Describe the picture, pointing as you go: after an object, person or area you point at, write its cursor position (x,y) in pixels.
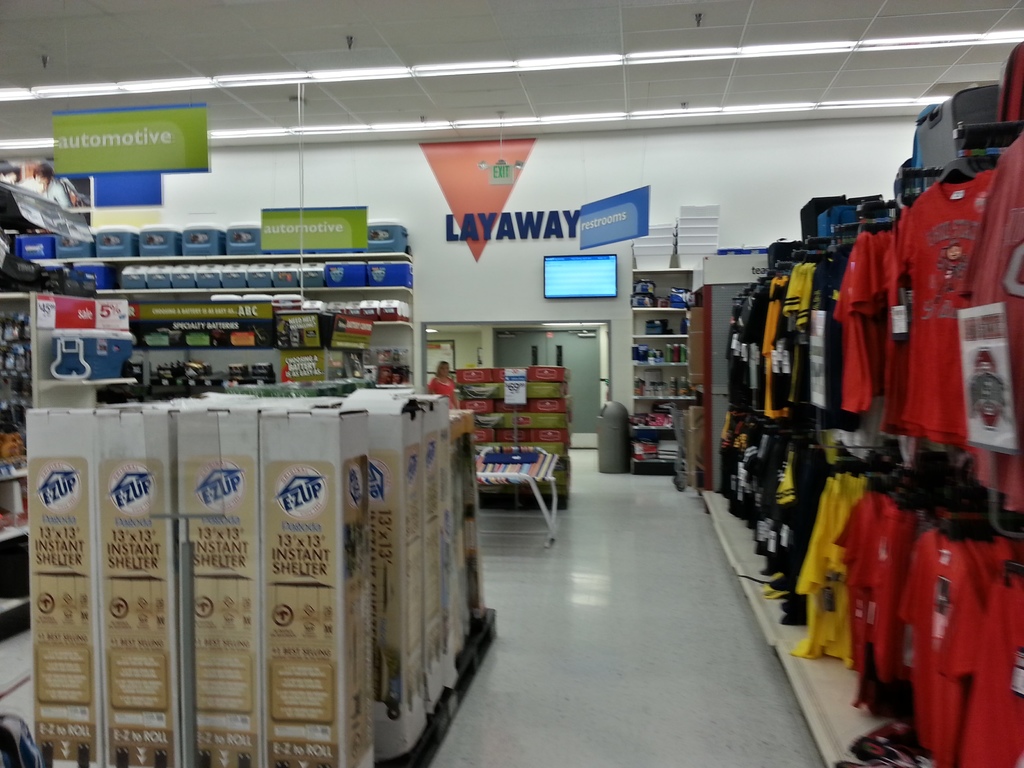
In this image we can see a store (197,475). In the store (764,499) there are clothes (924,278) hanged to the hangers (903,188), cartons (382,430), name boards (232,319), trolleys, person (452,401), display screen (584,287), bins (604,408) and walls (546,301).
